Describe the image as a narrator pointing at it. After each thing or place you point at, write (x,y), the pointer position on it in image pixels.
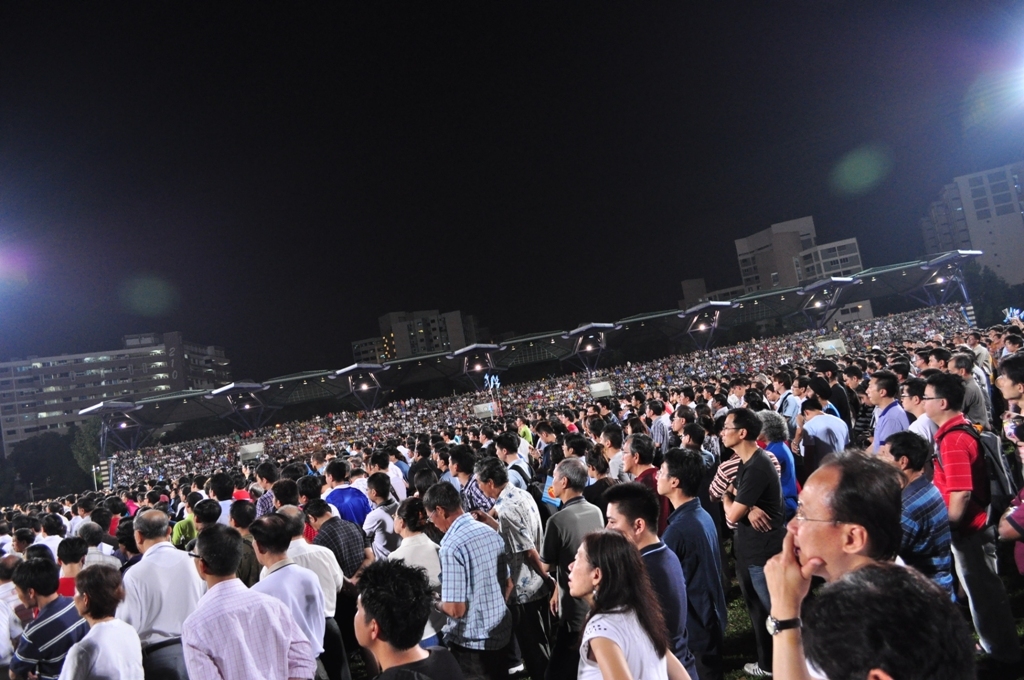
In this image, we can see there are many people (634,366) are standing on the ground (760,679) and in the middle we can see some buildings (53,421) and in the background (962,138) we can see the dark.
